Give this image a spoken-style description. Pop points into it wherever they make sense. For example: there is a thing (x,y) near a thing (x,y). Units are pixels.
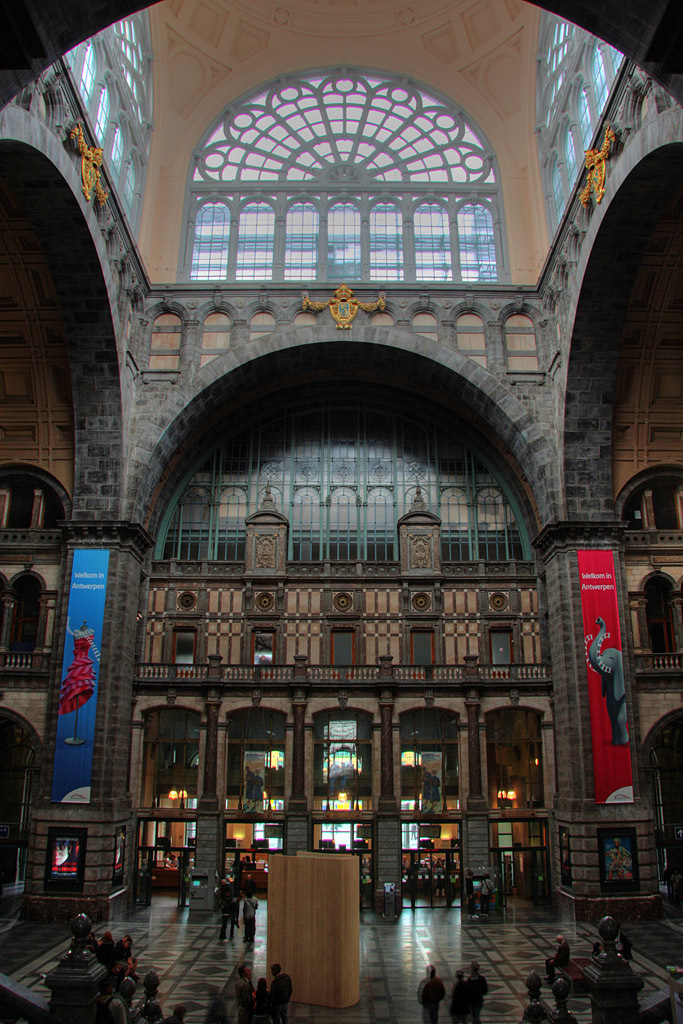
In this image we can see a building (134,632), in front of the building (300,829) we can see a few people (283,976) and an object (292,947), there are some windows (365,765), pillars (399,814) and boards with some text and images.
